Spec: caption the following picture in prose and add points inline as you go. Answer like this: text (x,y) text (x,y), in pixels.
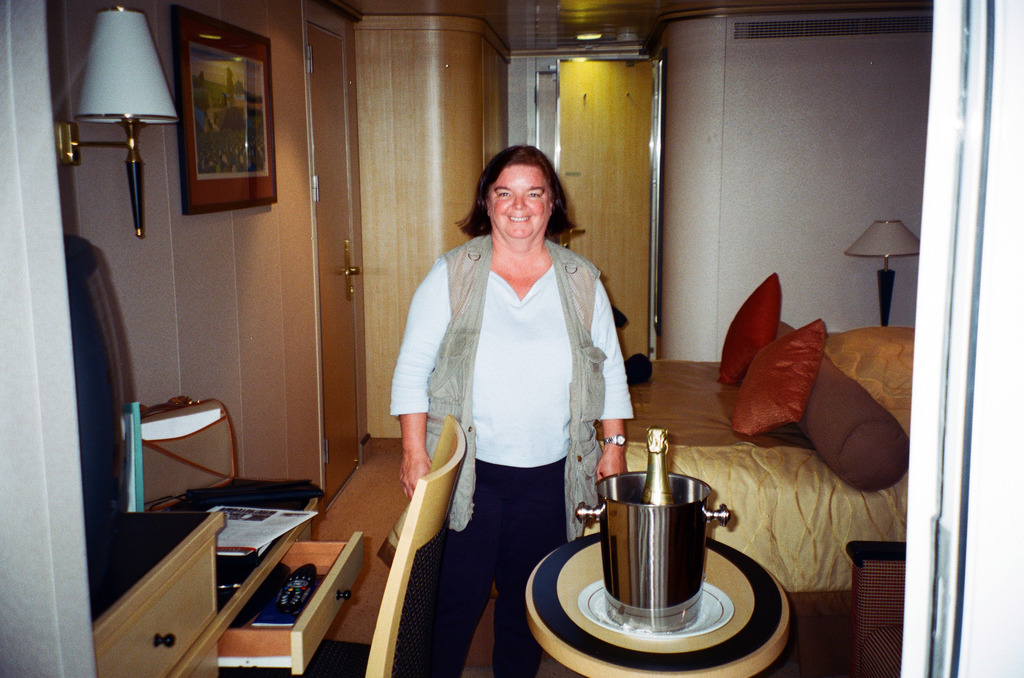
There is a lady (475,310) wearing watch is standing. On the left side (188,348) there is a wall (205,349) with photo frame (216,152), door (331,235) and a lamp (125,114). Near to that there is a table (177,592) with drawer (283,628). Inside the drawer (325,606) there is a remote (303,600) and some other thing (274,583). On the table (249,582) there are some items (187,411). On the right side (722,427) there is bed (702,399) with pillows (730,353). Also there is a round object (746,608). On that there is a vessel (658,540). Inside the vessel (629,486) there is a golden color thing (657,480). In the back (710,142) there is a wall (721,155). Also there is a table lamp (874,246).
